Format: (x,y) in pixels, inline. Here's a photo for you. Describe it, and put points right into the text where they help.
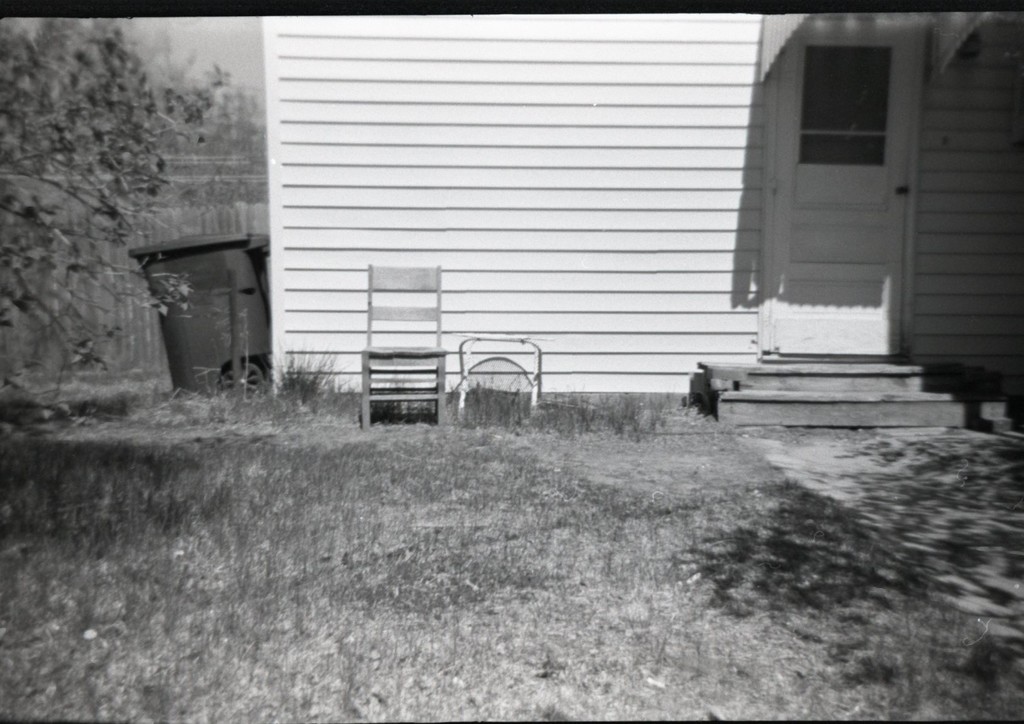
In this image I can see a building (406,225) and in the front of it I can see an open grass ground (523,396), a door (873,288), stairs (847,374) and a chair (412,311). On the left side of the image (109,186) I can see a tree (109,201), a container (168,255) and I can see this image is black and white in colour.
